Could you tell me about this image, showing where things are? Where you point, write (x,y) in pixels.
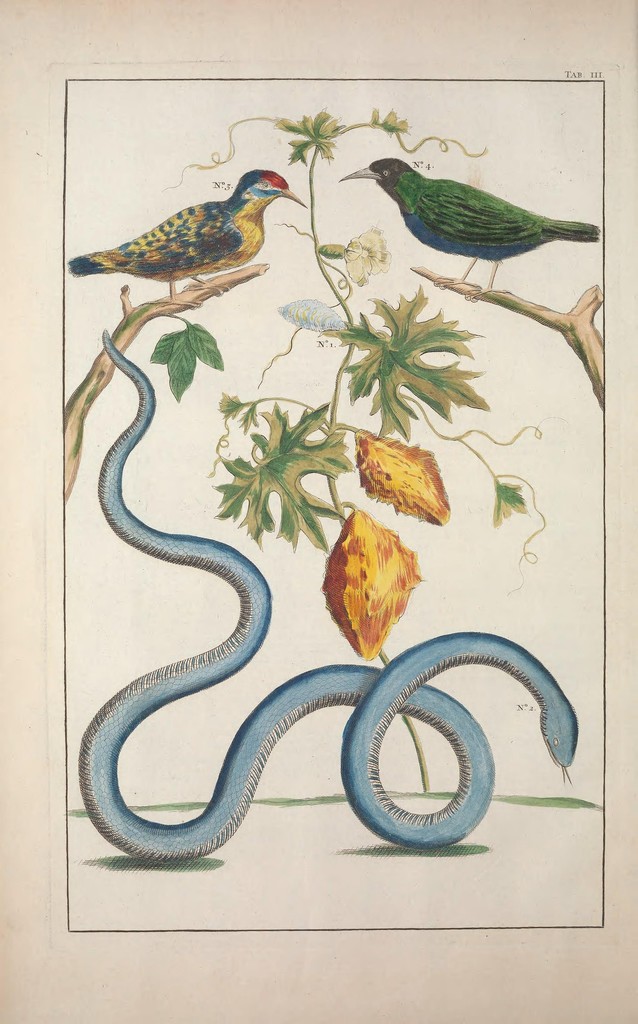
In this image, we can see a poster (320,496). In this poster (274,787) we can see snake (257,715), plants (337,485), two birds (204,228) on the stem (586,326). Right side top corner we can see some text (575,76) and numerical numbers (597,76).
